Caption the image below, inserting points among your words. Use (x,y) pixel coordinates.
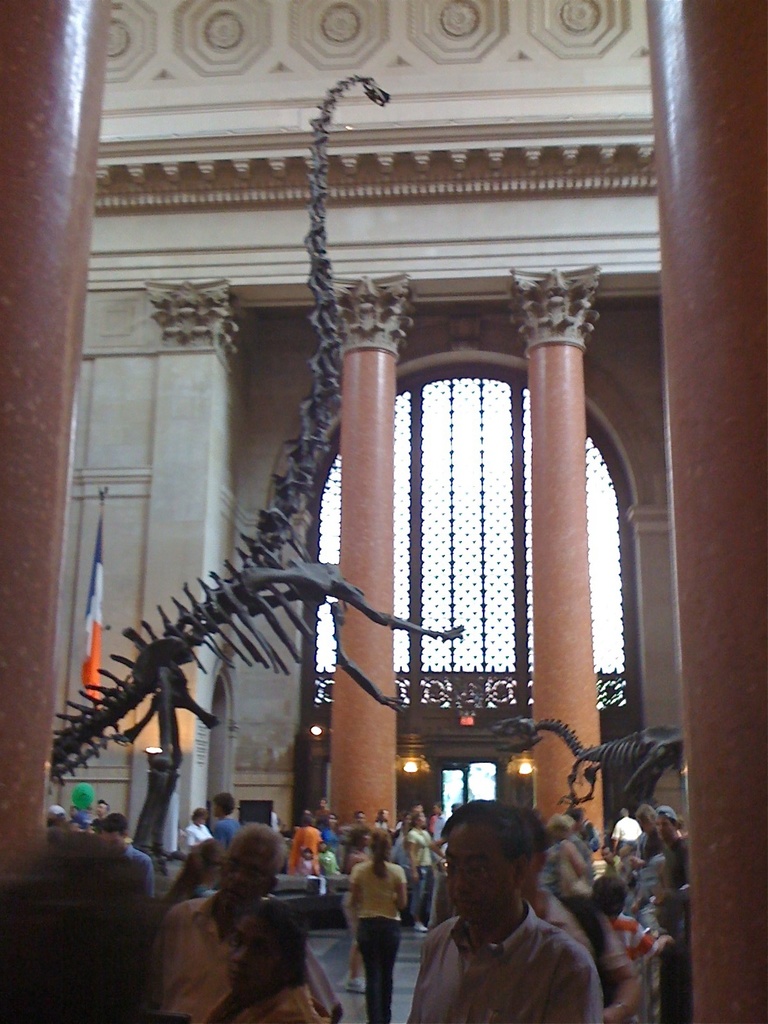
In this image, we can see statues (121,698), people (459,913) and in the background (303,218), there is building (508,368).
